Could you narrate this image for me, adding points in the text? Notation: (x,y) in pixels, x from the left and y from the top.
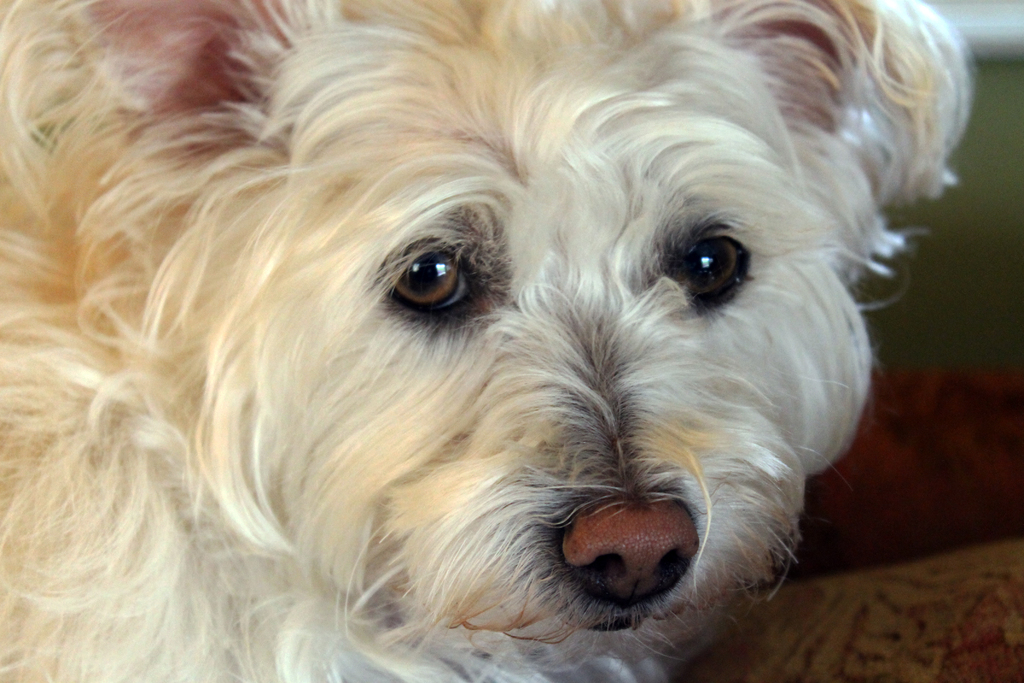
In the image we can see a dog (146,114).
